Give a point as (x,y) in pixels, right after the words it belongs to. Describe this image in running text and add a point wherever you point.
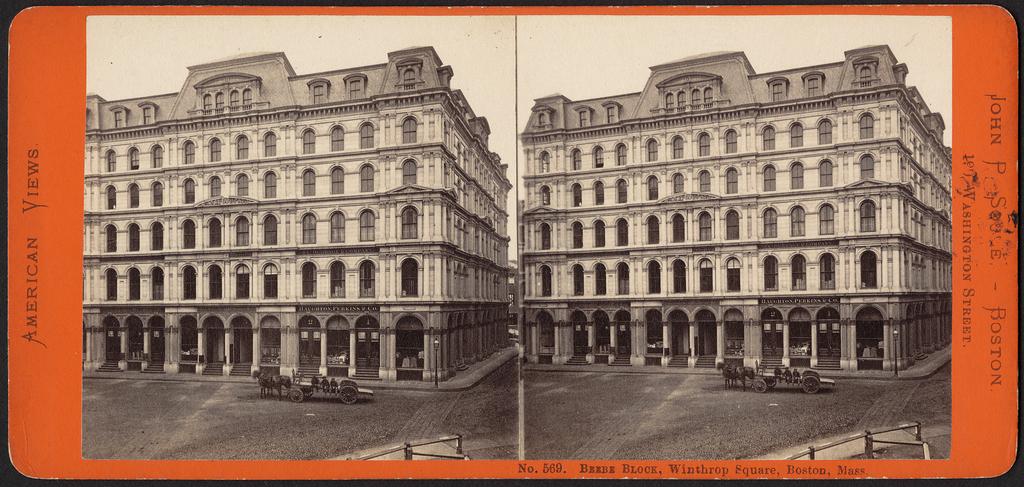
This image consists of a poster (165,419) with images (372,211) of two buildings (467,220) and there is a text (30,208) on it. In the middle of the image (658,319) there are two buildings (502,243) with walls (441,254), windows (413,319), doors (377,341), pillars (446,341), stairs (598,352), carvings (171,125) and roofs (381,71). At the bottom of the image (458,418) there is a road (413,412). There are two carts (760,373) with horses (288,382). A few people (325,381) are sitting on the carts (764,368).
